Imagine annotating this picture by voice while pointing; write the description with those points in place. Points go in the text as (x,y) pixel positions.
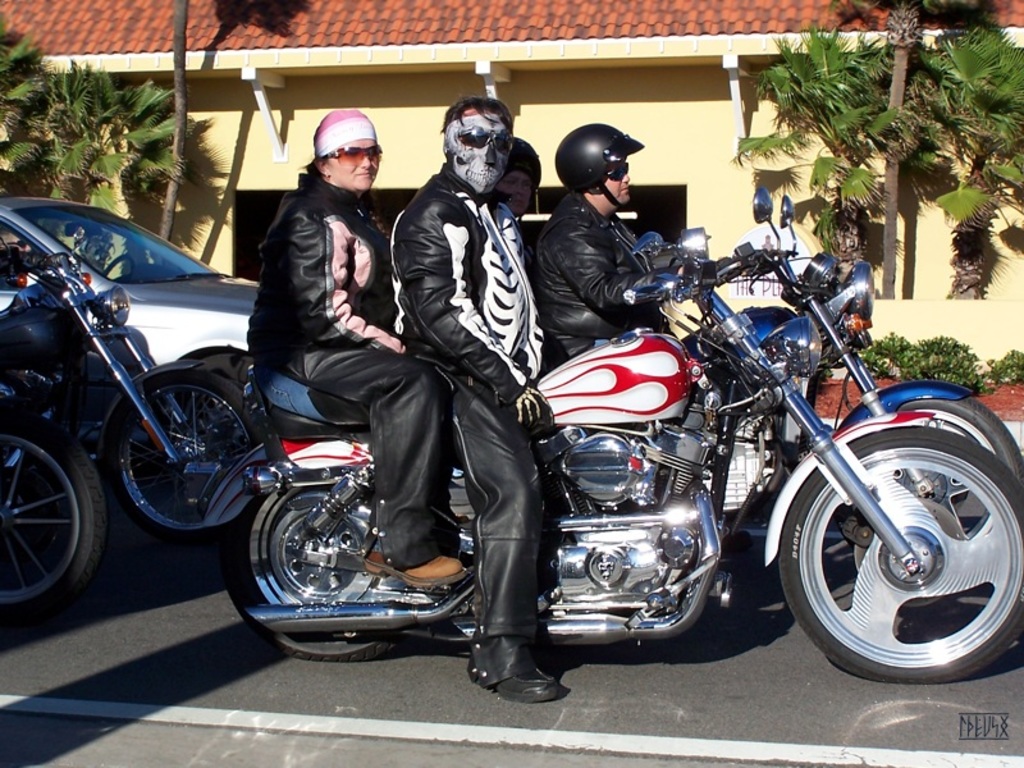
These persons (441,391) are sitting on the bike (457,603). These persons (554,310) holding bike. On the background (591,84) we can see house (315,83), trees (16,64). We can see vehicles (260,478) on the road (565,645).
